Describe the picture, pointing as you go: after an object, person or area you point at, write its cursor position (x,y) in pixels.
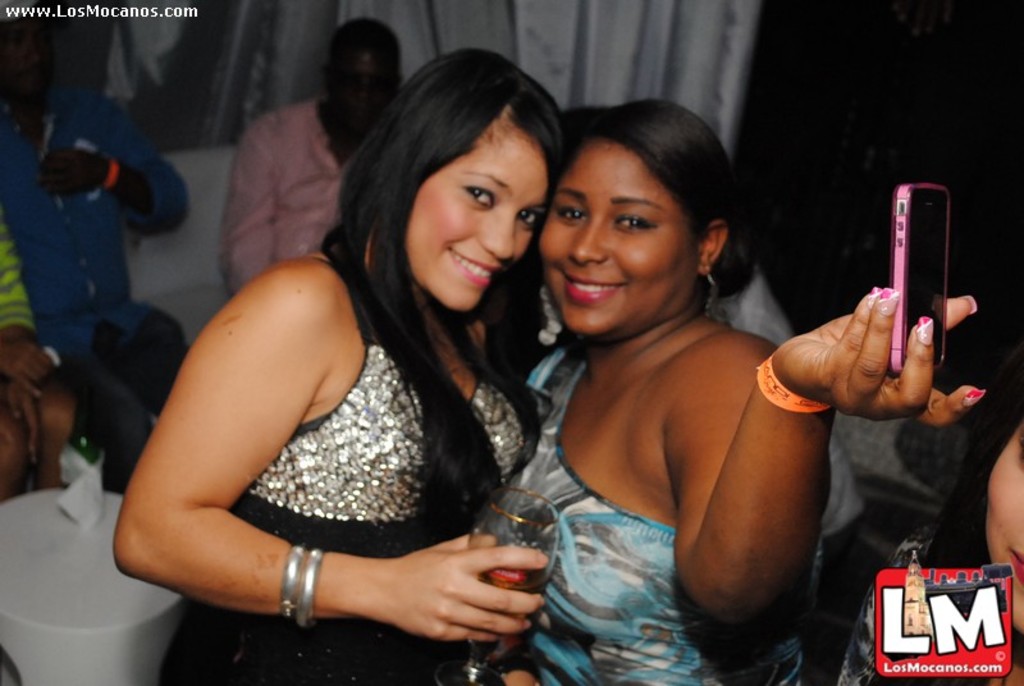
In the foreground (430,144), two womens (659,126) are standing and holding a mobile (906,269) in her hand (863,347) and another woman (527,566) holding a glass (526,540) in her hand (495,563). At the bottom right (879,615) a logo (924,615) is there. In the background (259,217) three persons (99,299) are sitting on the sofa (154,306). On the top (269,39) curtains (649,51) are visible of white in color. It looks as if the image is taken inside a room (762,186).
